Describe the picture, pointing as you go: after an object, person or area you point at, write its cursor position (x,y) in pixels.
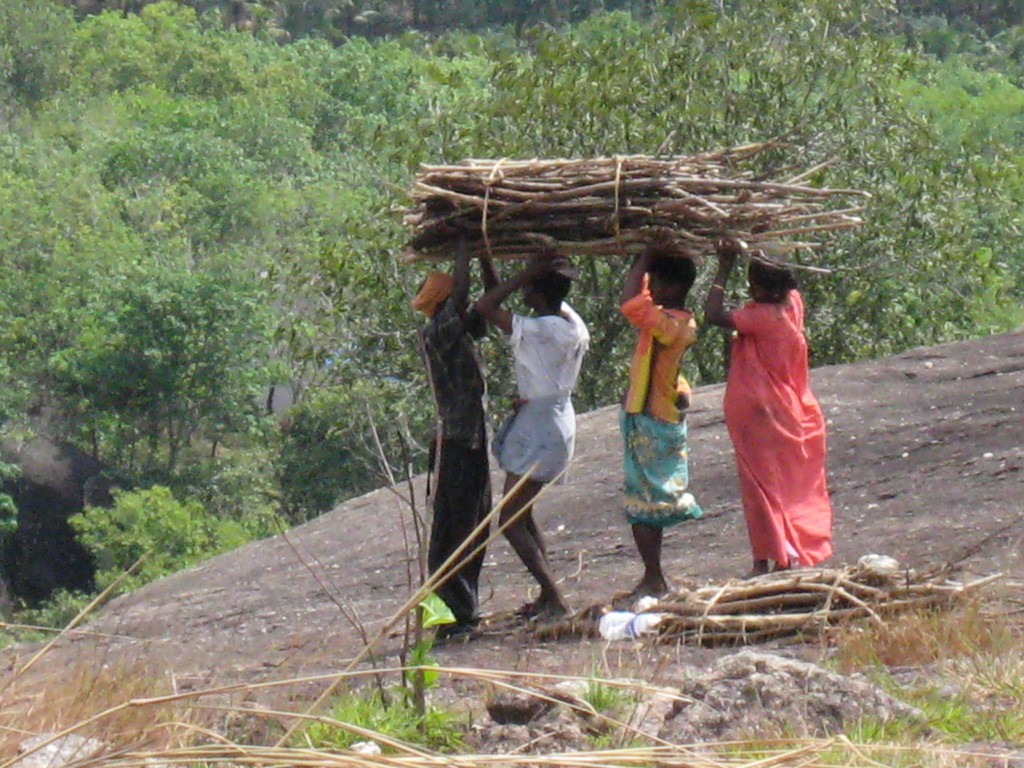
In the center of the image (519,402) we can see four people (556,443) are standing and they are holding sticks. At the bottom of the image (982,624), we can see sticks (322,718), grass (967,644), stones (871,702) and a few other objects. In the background (418,118) we can see trees (809,33) and a few other objects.
